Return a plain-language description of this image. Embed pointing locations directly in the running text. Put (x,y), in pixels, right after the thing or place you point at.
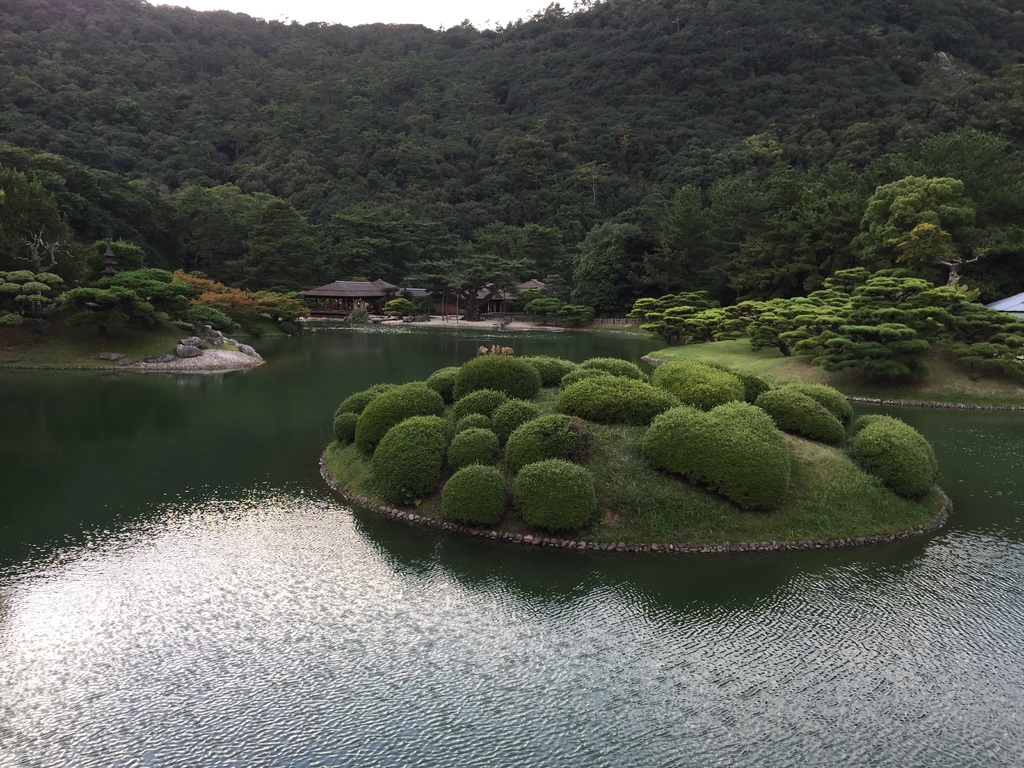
In this image, we can see hills (417,149), trees (350,202), sheds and hedges (529,417). At the bottom (286,637), there is water (425,637).
